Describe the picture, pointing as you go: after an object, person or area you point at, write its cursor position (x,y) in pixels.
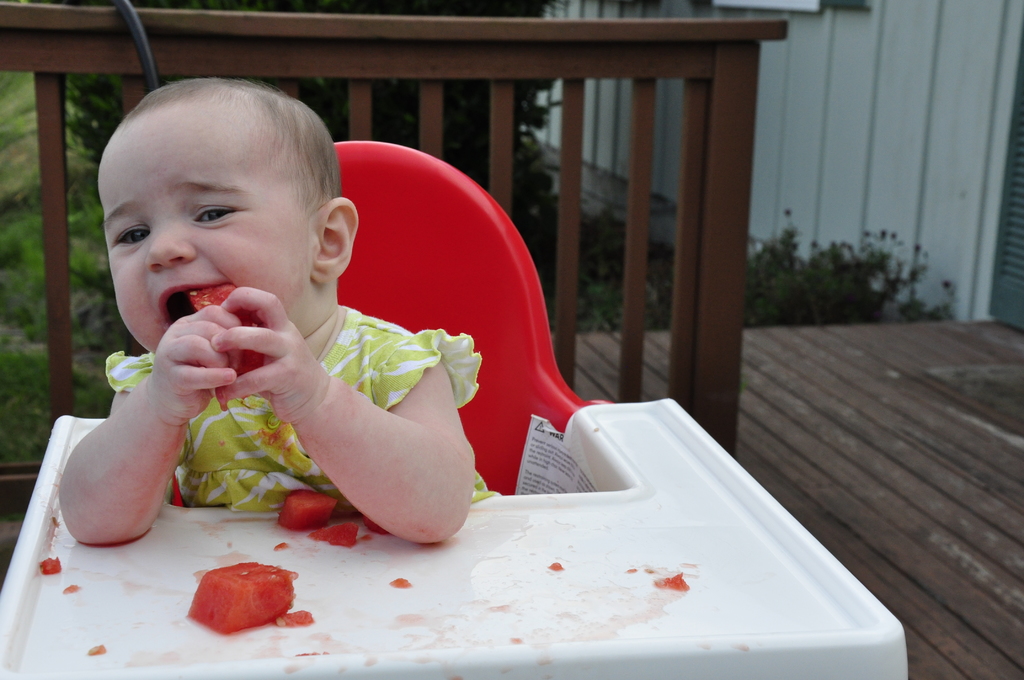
In this image I can see the child (304,236) sitting on the red color chair (488,279) and eating the food (274,567) which is in red color. In the back (642,72) I can see the railing (422,71) and the trees (79,191).
